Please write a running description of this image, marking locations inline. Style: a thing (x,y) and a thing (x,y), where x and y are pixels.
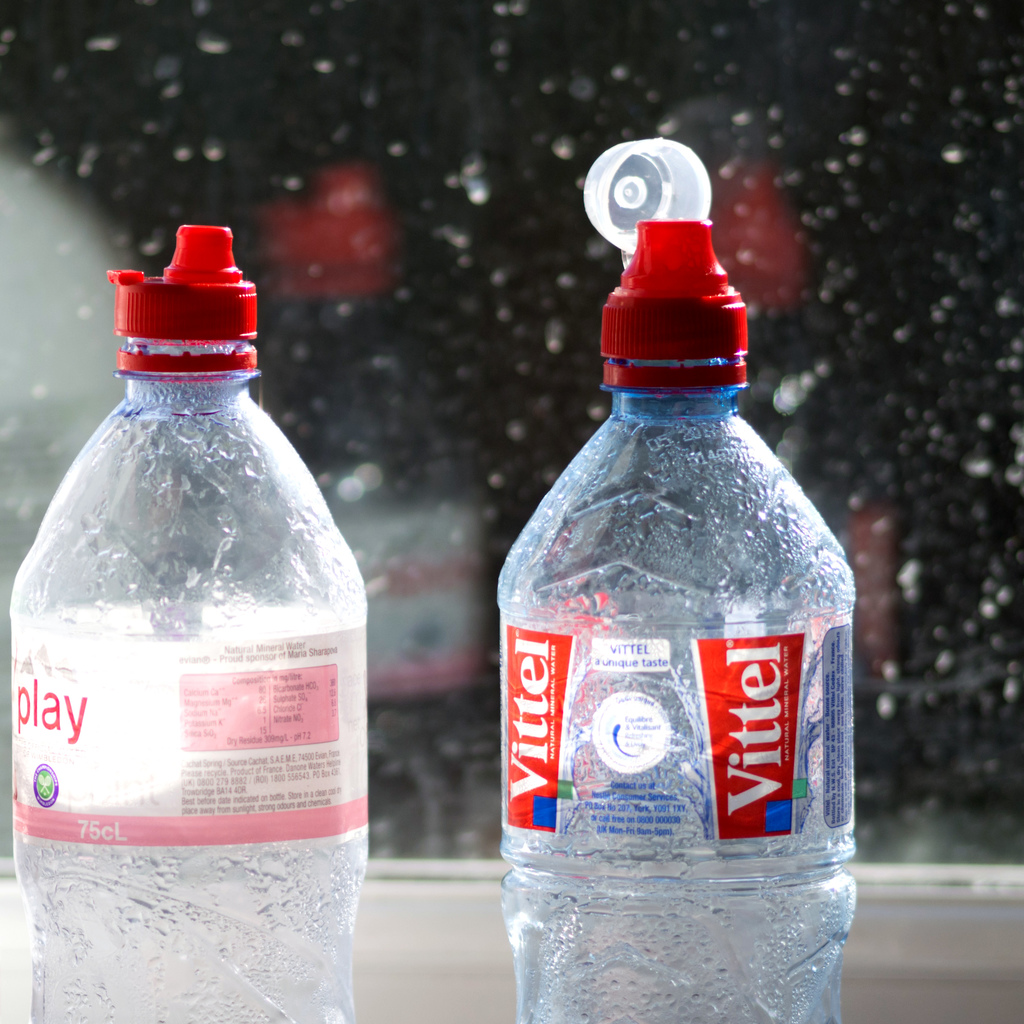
In the image we can see there are two bottles (647,793) which are kept in front (74,727) and behind the bottles (68,685) the image is blur.
